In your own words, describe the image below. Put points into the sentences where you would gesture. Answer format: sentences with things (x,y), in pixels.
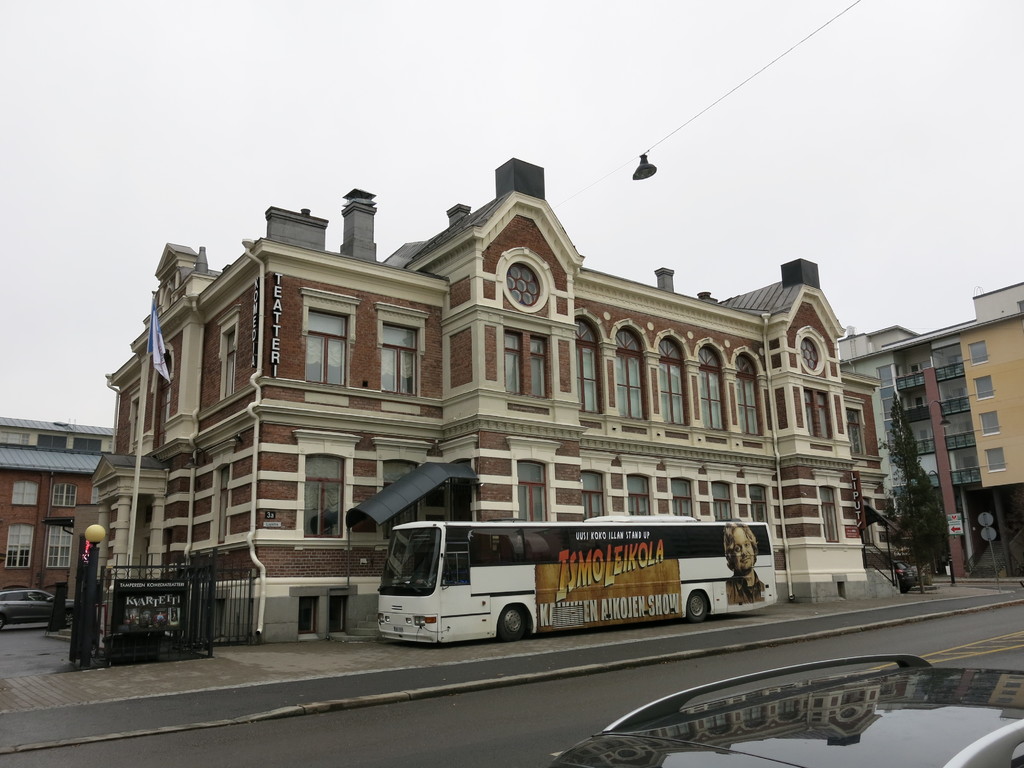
In this image I can see a building (547,486) and a bus (596,582). In the background (238,173) I can see sky (371,61).
